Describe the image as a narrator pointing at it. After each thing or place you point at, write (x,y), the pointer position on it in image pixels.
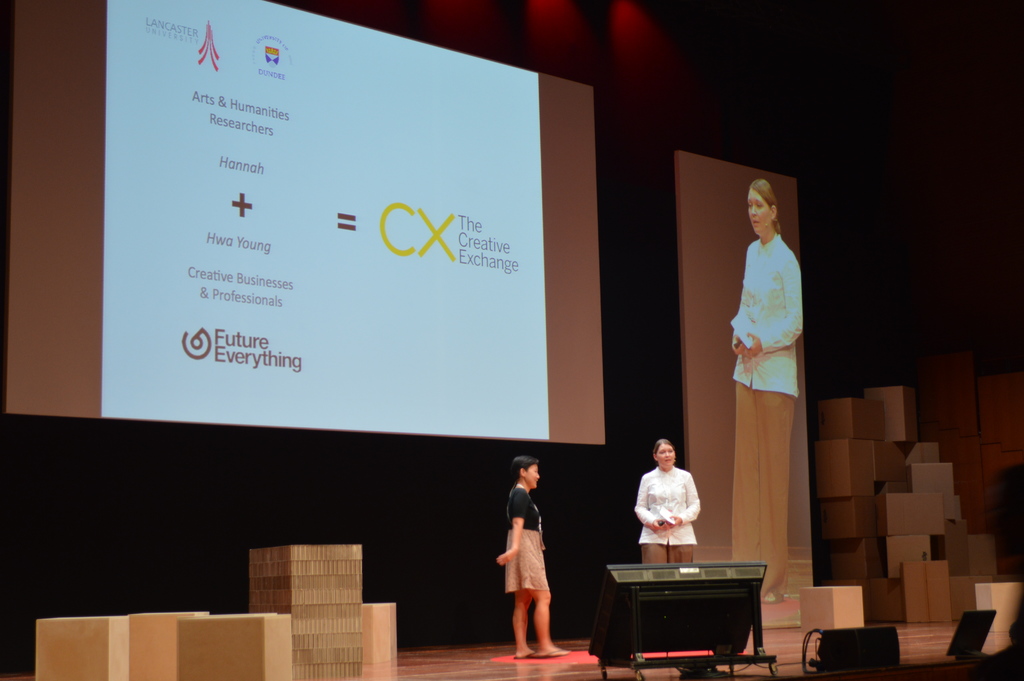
In this image we can see two persons (523,582), there are two screens (544,304) with text (391,249), symbols (440,246) and picture (700,406) of a person (785,329) on them, there are boxes (838,537) and electronic objects (669,589) on the stage (581,667).
